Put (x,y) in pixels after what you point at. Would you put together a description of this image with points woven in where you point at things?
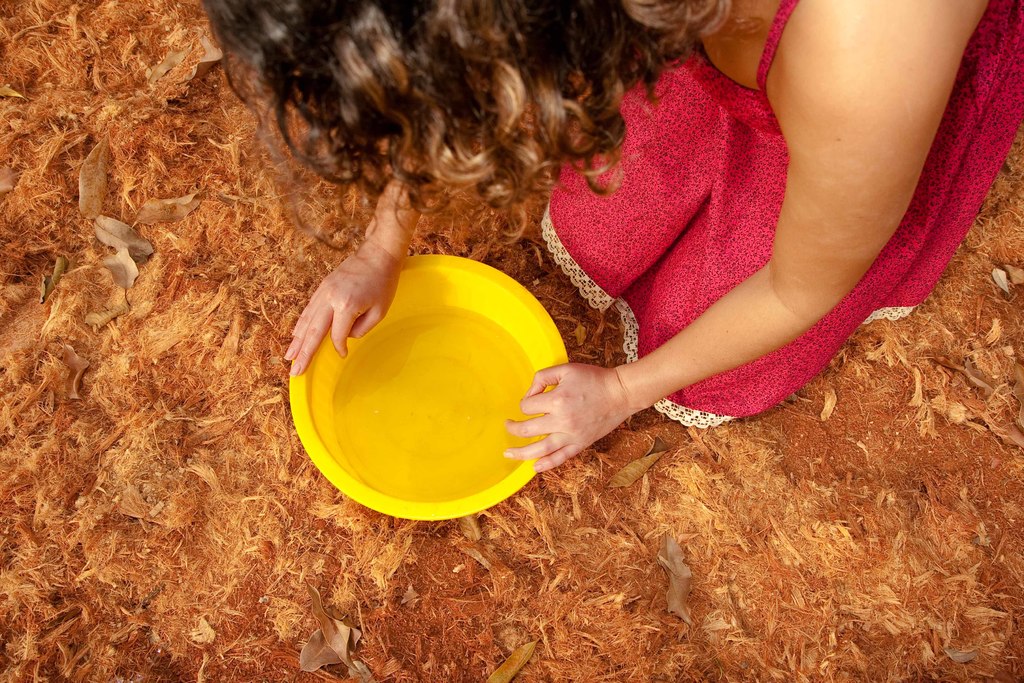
In this picture we can see a person (648,320) holding the yellow container (471,279) with the hands (578,371). We can see the dried leaves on the messy brown surface (395,603).
